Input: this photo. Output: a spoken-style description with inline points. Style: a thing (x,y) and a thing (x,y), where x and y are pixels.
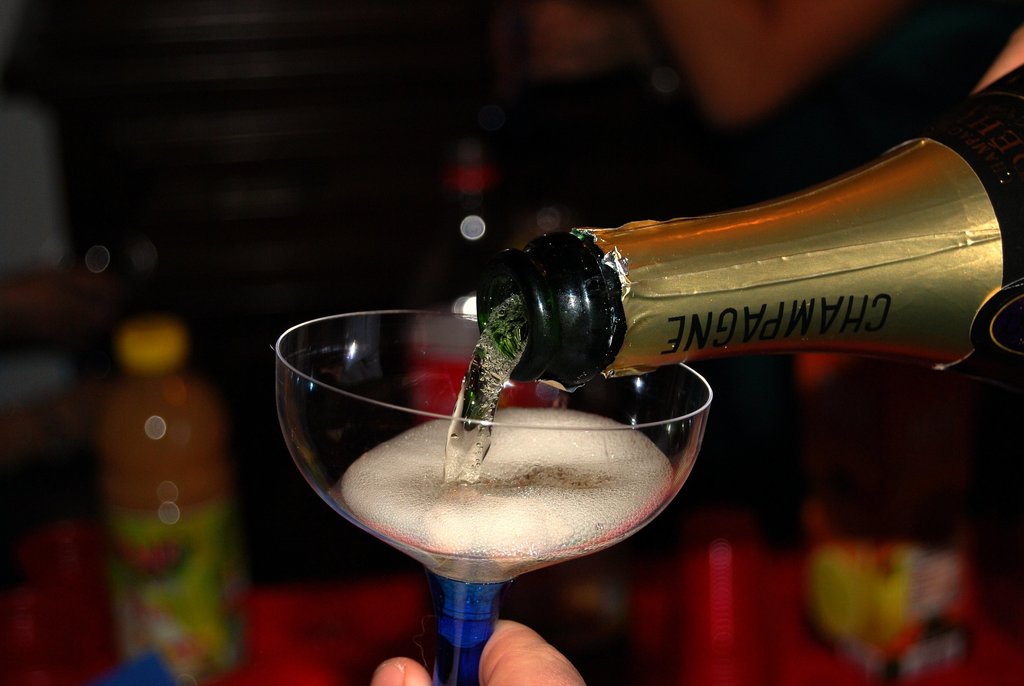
In this picture we can see glass (423,449) with drink (595,472) in it and from bottle (788,270) it is falling and in background (140,499) we can see other bottle (187,377) and it is blurry.
